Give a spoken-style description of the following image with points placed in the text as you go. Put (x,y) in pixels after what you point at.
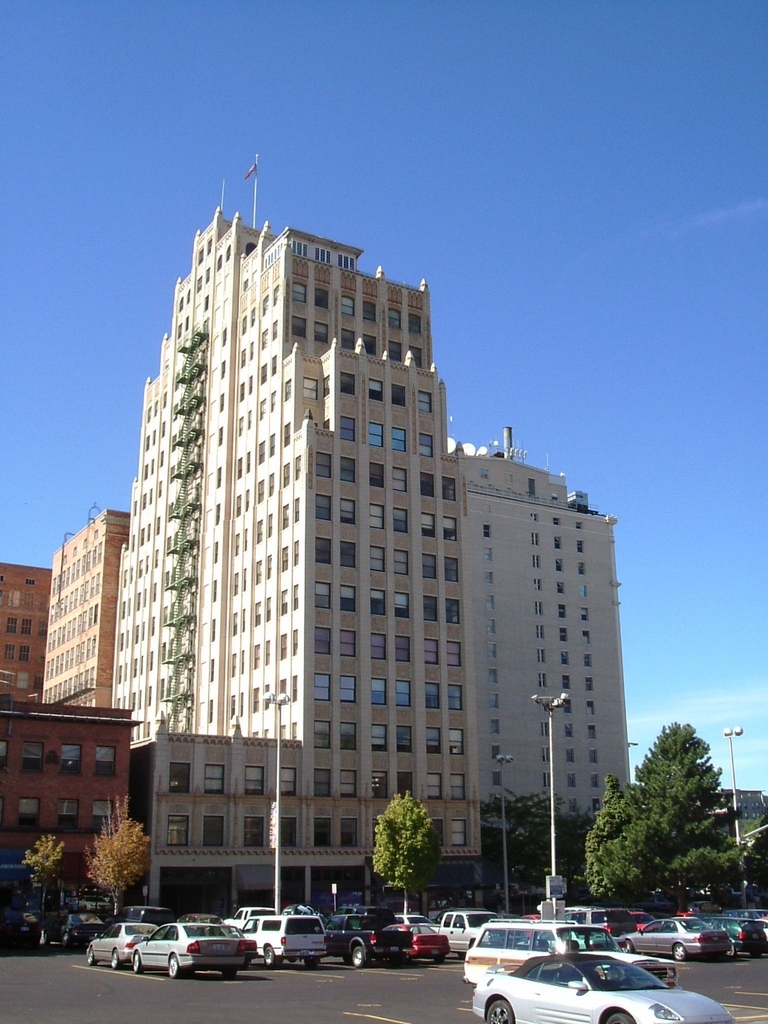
In this picture we can see there are some vehicles (145,906) on the road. Behind the vehicles (370,923) there are trees (520,850) and poles (279,787) with lights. Behind the poles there are buildings (371,456) and the sky (430,121).
